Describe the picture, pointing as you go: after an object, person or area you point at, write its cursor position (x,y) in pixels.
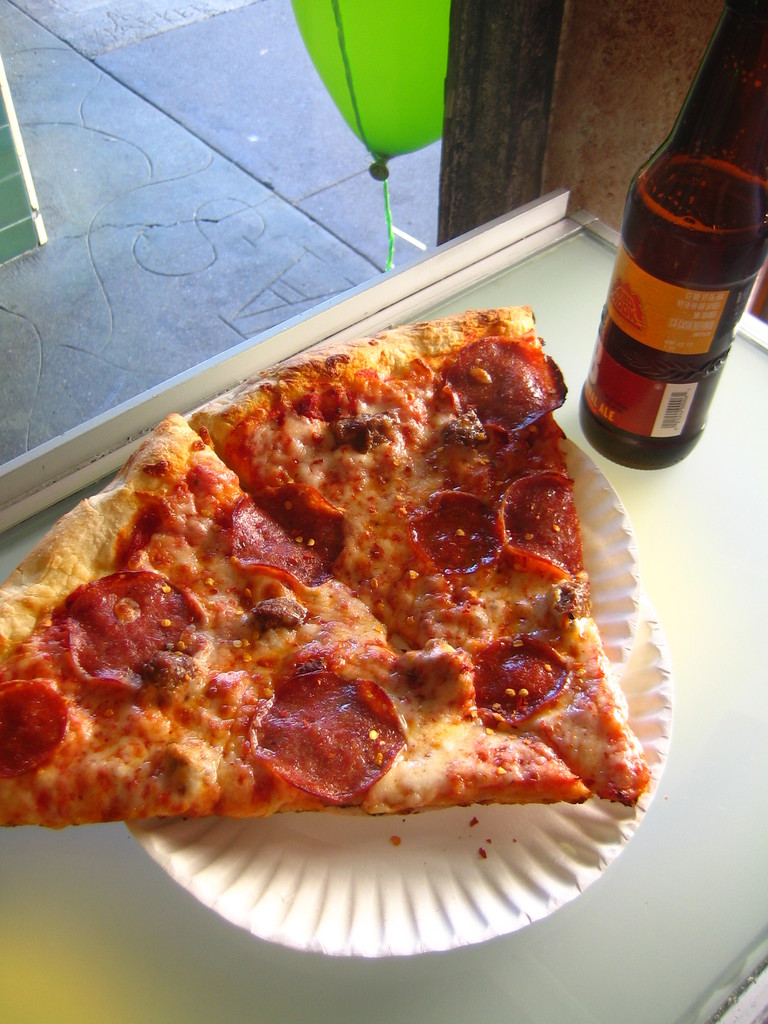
On the table (565,313) there is a bottle (652,405) and two pizza slices (361,667) on paper plate (411,881). In the background (388,45) there is a balloon (371,83) and floor (177,250).
